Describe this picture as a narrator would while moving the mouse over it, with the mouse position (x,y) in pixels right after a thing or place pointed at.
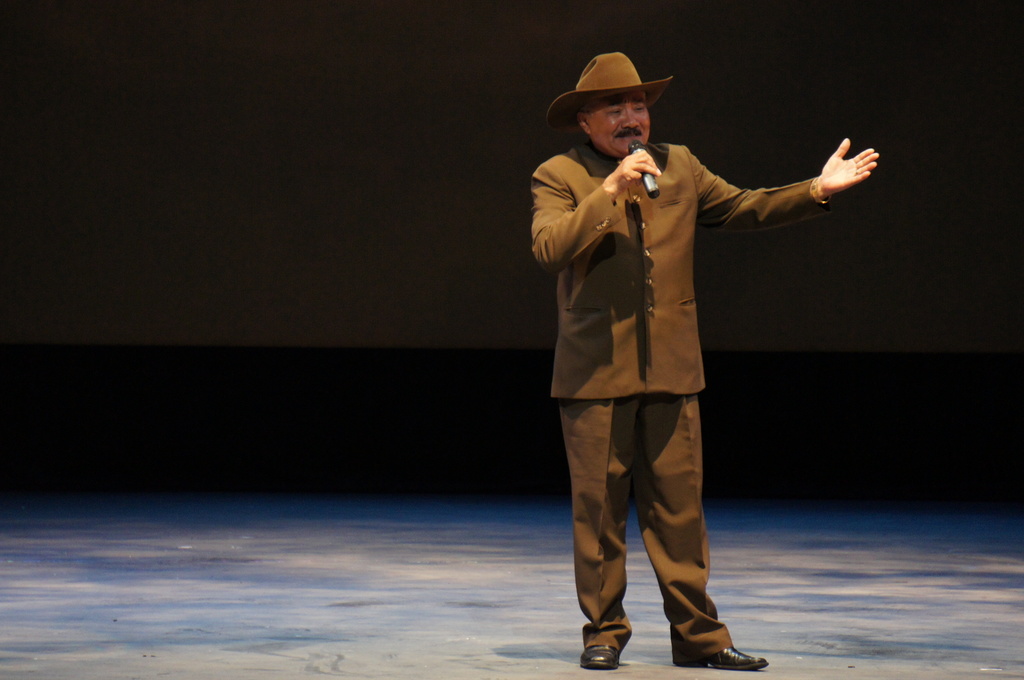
In this image I can see a person (585,457) standing and wearing brown color dress (762,216) and the person (615,119) is holding a microphone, and I can see dark background (188,86).
